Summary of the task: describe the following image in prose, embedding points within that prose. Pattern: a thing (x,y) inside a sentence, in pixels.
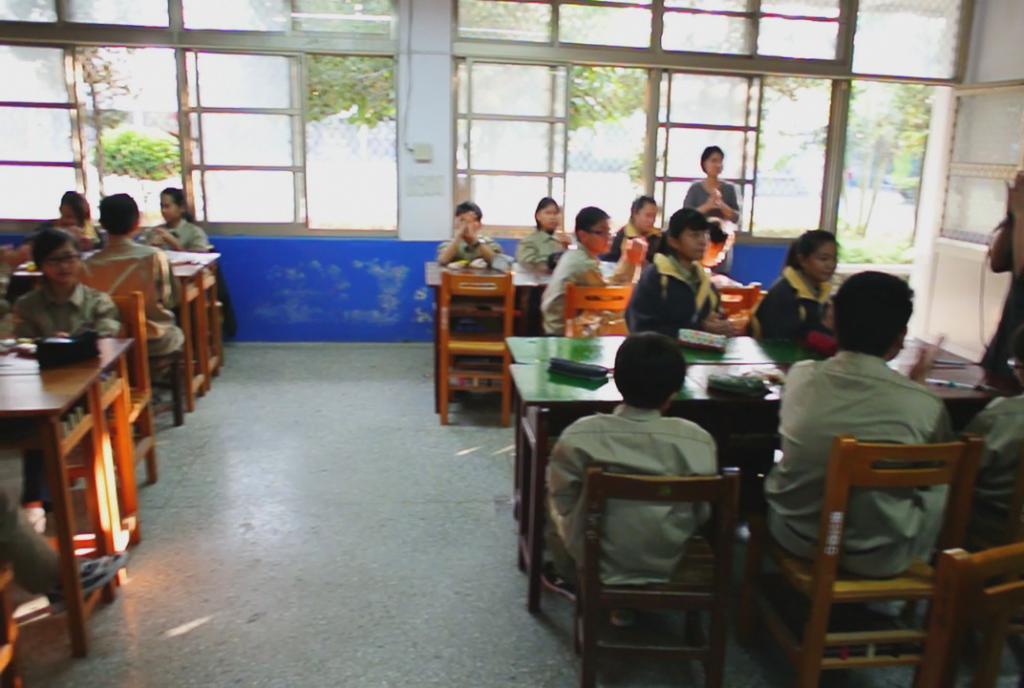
In this image i can see a number of children (71,246) sitting in the chairs (723,510) in front of the table (612,363), and on the table (546,386) i can see some objects (753,377), and in the background (483,169) i can see windows (304,130) through which i can see trees (366,99) and a woman (718,151) standing.
